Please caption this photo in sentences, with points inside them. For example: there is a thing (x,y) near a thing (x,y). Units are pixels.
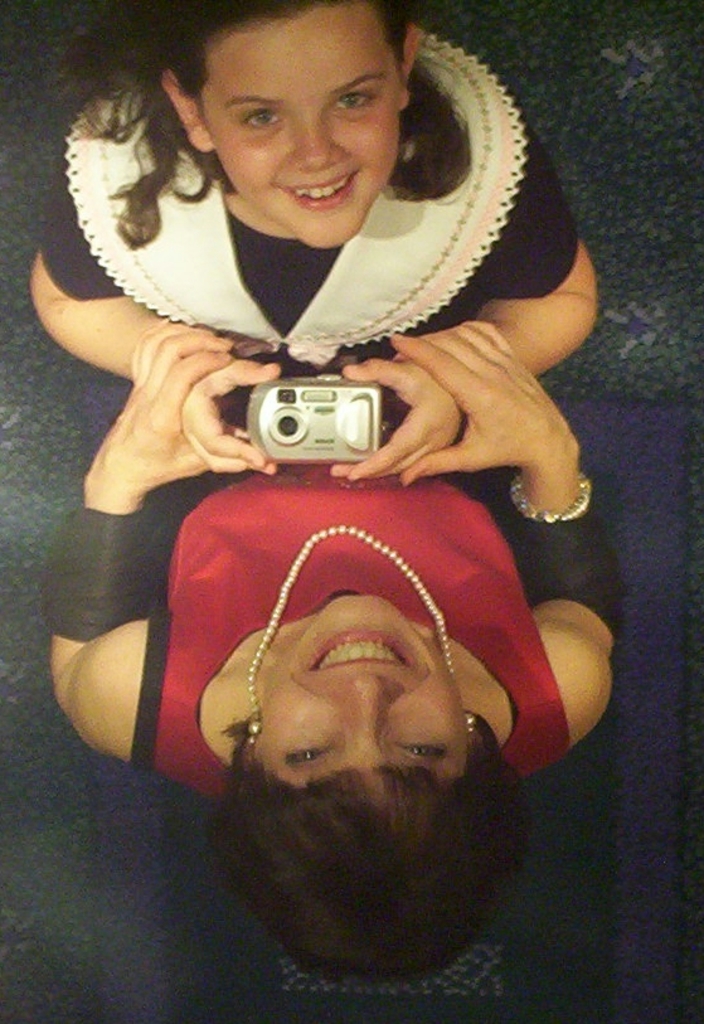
In this image there are women (317,469) standing and smiling and the woman (329,288) wearing a black colour dress (300,300) is smiling and holding a camera (356,411).
